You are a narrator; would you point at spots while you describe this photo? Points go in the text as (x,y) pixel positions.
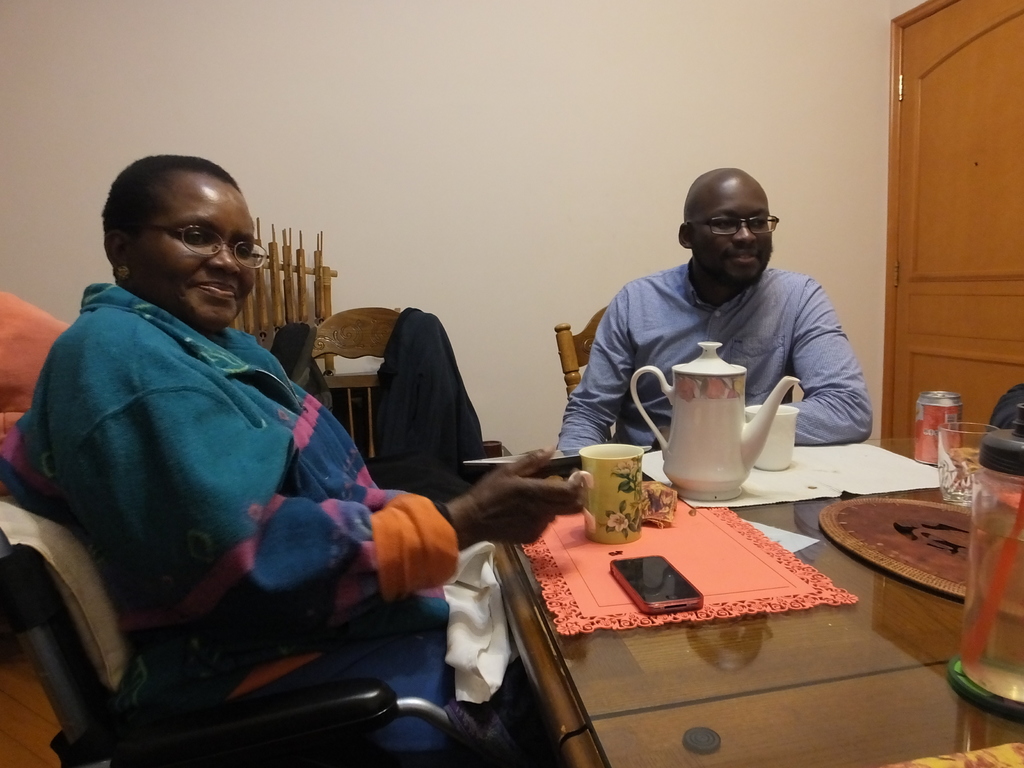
This picture is taken inside a room (946,520) where two persons (168,407) are sitting on the chair (332,690) in front of the table (845,718) on which mobile (665,567), cup (629,527), kettle (711,483), bottle (998,620) and beverage can (930,429) is kept. The background wall (659,213) is white in color. Right to that a door (916,338) is visible.
